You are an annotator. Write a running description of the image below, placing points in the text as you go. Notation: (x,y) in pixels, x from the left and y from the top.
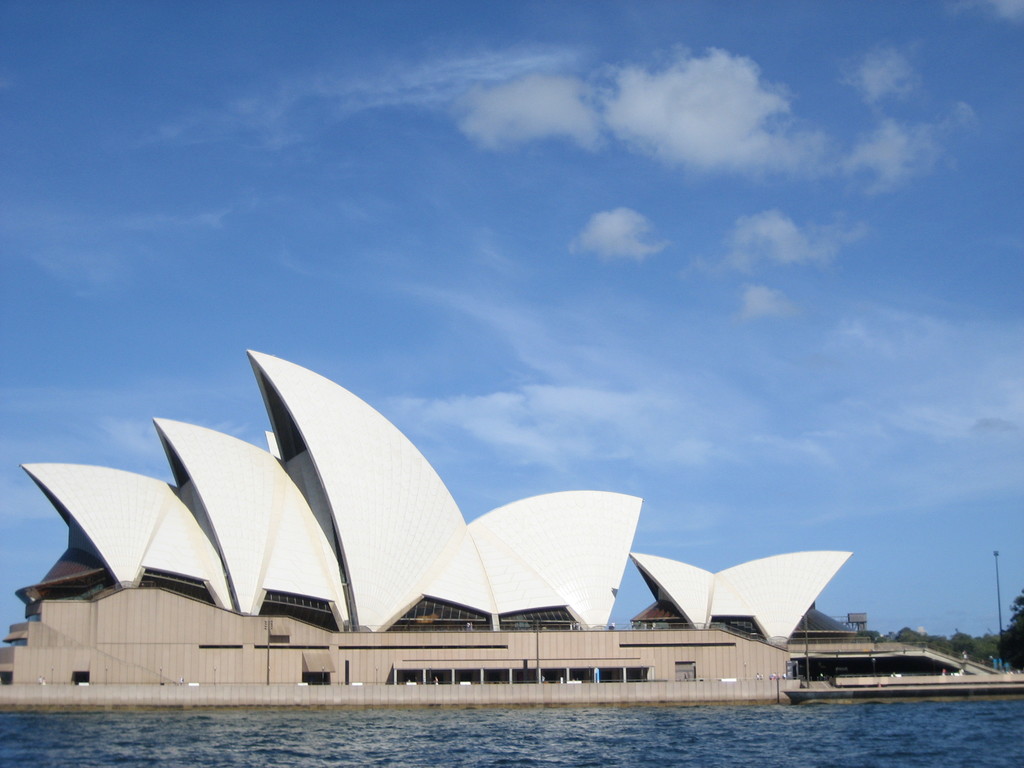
In this image I can see water (742,712) and Sydney Opera House (191,531). In background (903,620) I can see few trees (960,643), clouds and the sky (522,241).
